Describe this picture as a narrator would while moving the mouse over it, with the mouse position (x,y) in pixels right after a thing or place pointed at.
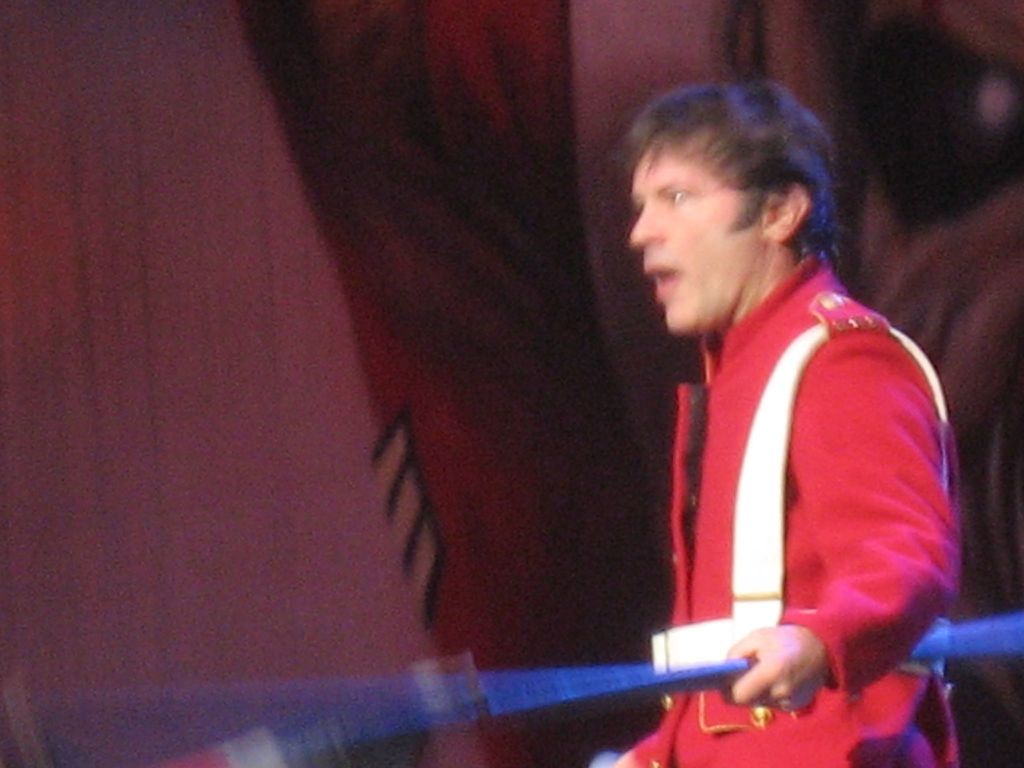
In this image I can see a person (857,405) standing and holding some objects (526,686), behind him there are some objects (556,356).
